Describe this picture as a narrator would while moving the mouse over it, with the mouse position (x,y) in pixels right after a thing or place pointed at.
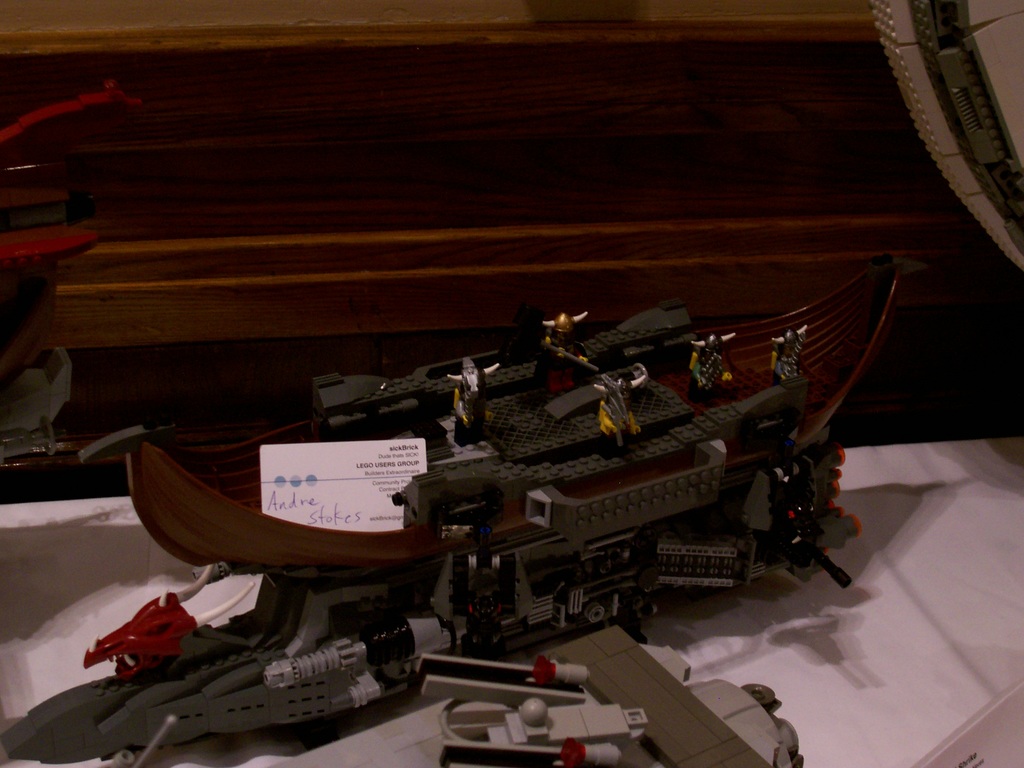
In this picture I can observe a boat (235,514) which is in brown color placed on the white surface (169,574). There is a card (400,524) fixed to the boat (609,509). This boat (511,518) is in brown color. In the background (390,312) I can observe brown color wall (318,177).
